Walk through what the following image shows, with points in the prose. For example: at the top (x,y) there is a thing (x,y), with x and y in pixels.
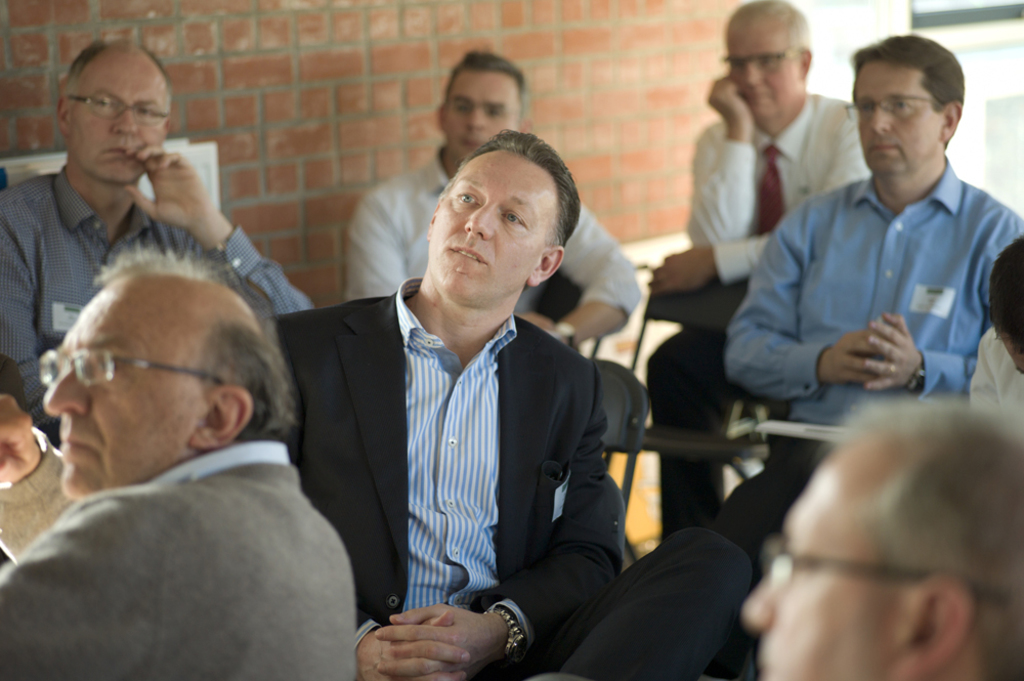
In this picture we can see some people (275,325) sitting on chairs (756,421), a man (167,350) at the left bottom (212,470) wore spectacles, in the background (674,59) we can see a brick wall (619,95).
